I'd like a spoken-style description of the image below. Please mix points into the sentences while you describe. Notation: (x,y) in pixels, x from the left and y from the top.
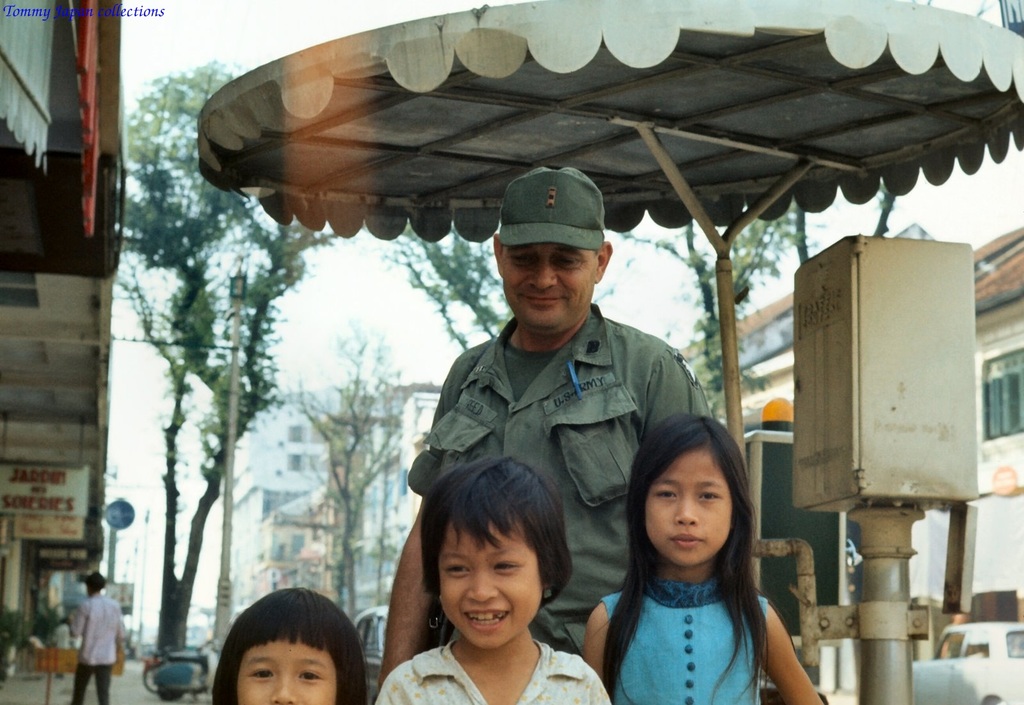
In this image I can see few children (475,676) and few people (450,465) are standing. I can also see smile on few faces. In the background (366,419) I can see few trees (184,621), number of buildings (41,559), few poles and I can see this image is little bit blurry from background (17,419). I can also see something is written over there.
